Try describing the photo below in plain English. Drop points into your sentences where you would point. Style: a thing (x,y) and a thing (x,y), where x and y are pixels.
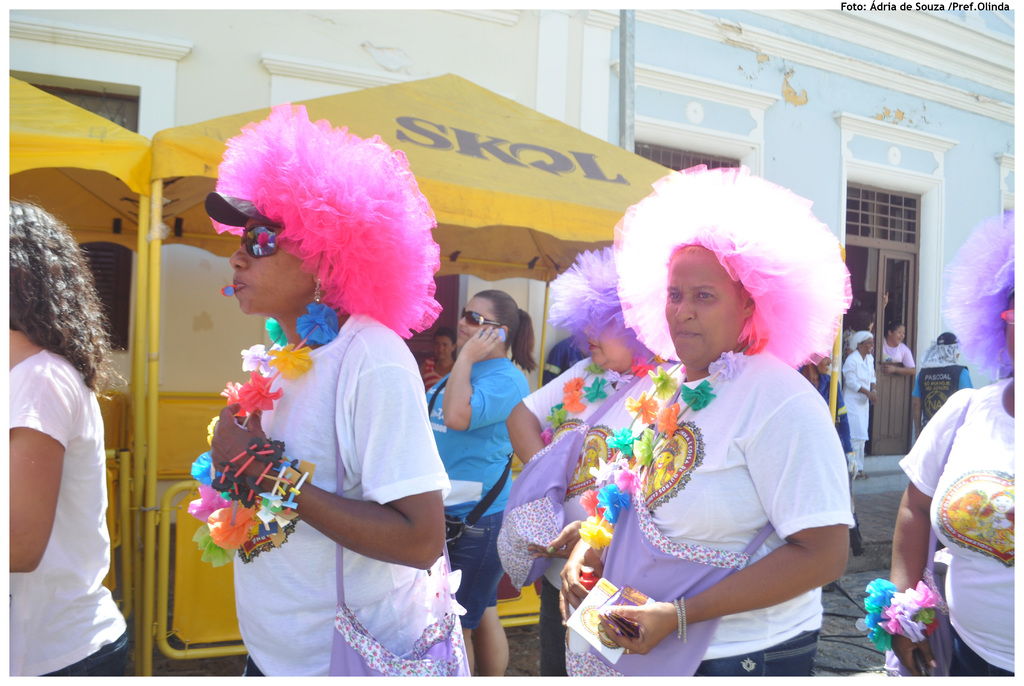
In this picture I can observe some women (576,410) walking on the road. All of them are wearing white color T shirts (709,444). There are artificial garlands (284,367) in their necks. Some of them are wearing pink colored headwear (287,163). In the background (830,151) I can observe building (770,138). On the right side (928,10) there is a some text (922,8) in this picture.
